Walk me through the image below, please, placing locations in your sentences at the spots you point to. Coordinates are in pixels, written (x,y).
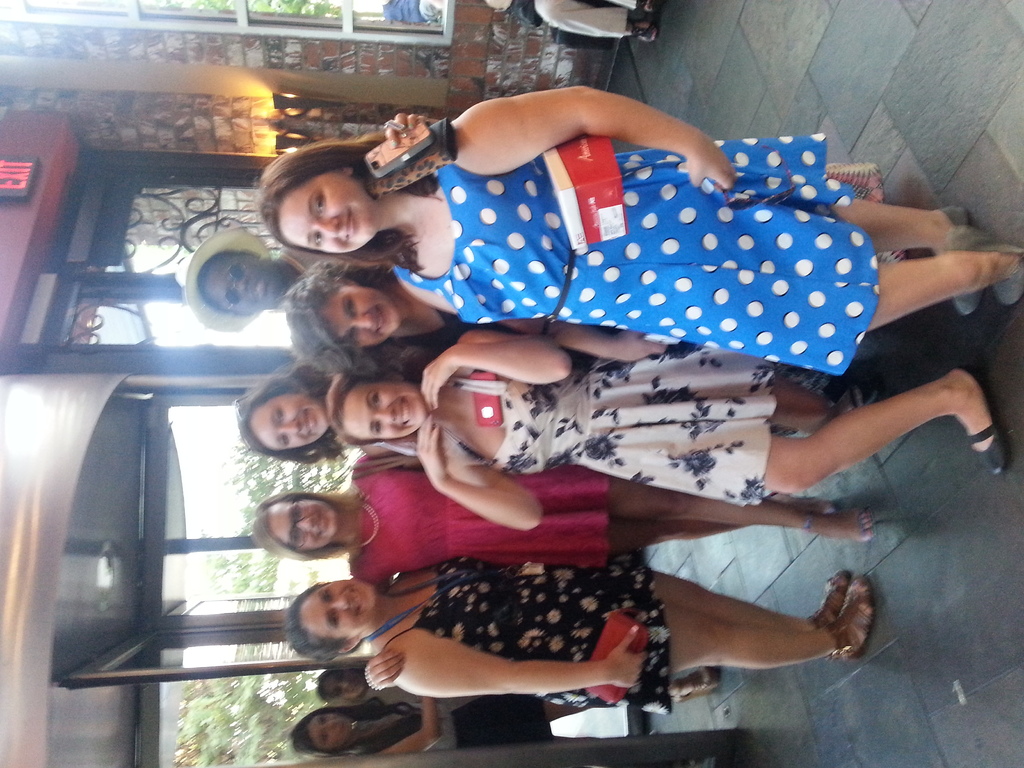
In this picture we can see a group of people (420,486) are standing, and behind the people (442,485) there is a wall (77,107), door (224,629) and trees (261,751).
